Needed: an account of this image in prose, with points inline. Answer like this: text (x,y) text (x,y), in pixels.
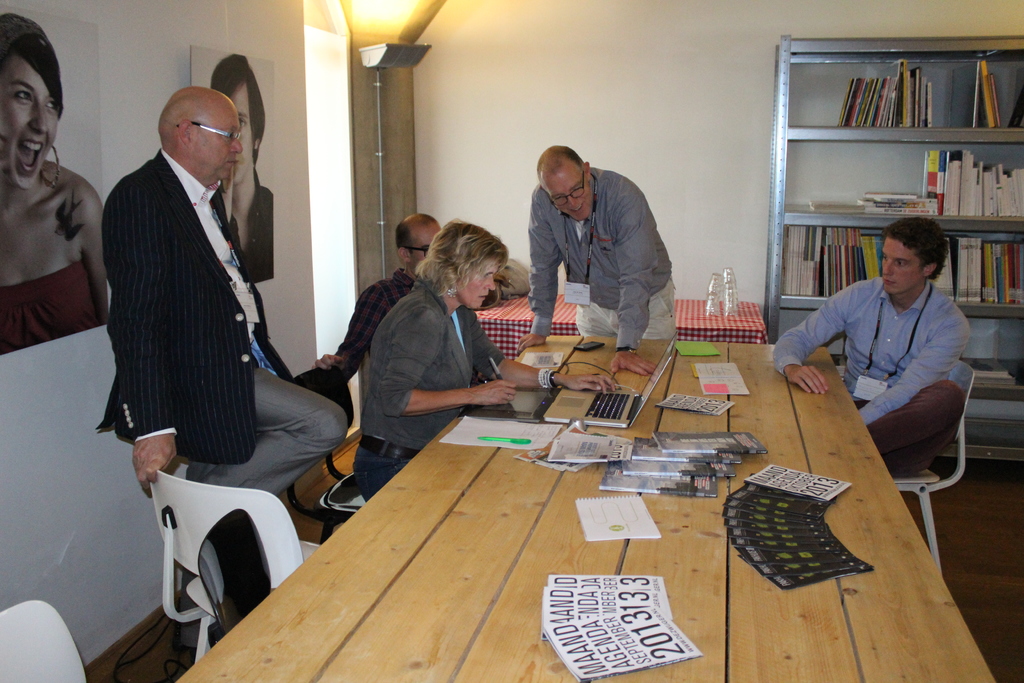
Here we can see a group of people (917,423) sitting on chairs (959,436) and a couple of people (648,291) standing with a table (440,484) in front of them and the woman (403,437) is Managing the laptop (577,412) and there are books (684,467) and papers (625,531) present on the table (582,475) and behind the old man (107,222) there are two photos (87,221) and at the right side (779,99) a rack (785,64) of books (1018,108).
